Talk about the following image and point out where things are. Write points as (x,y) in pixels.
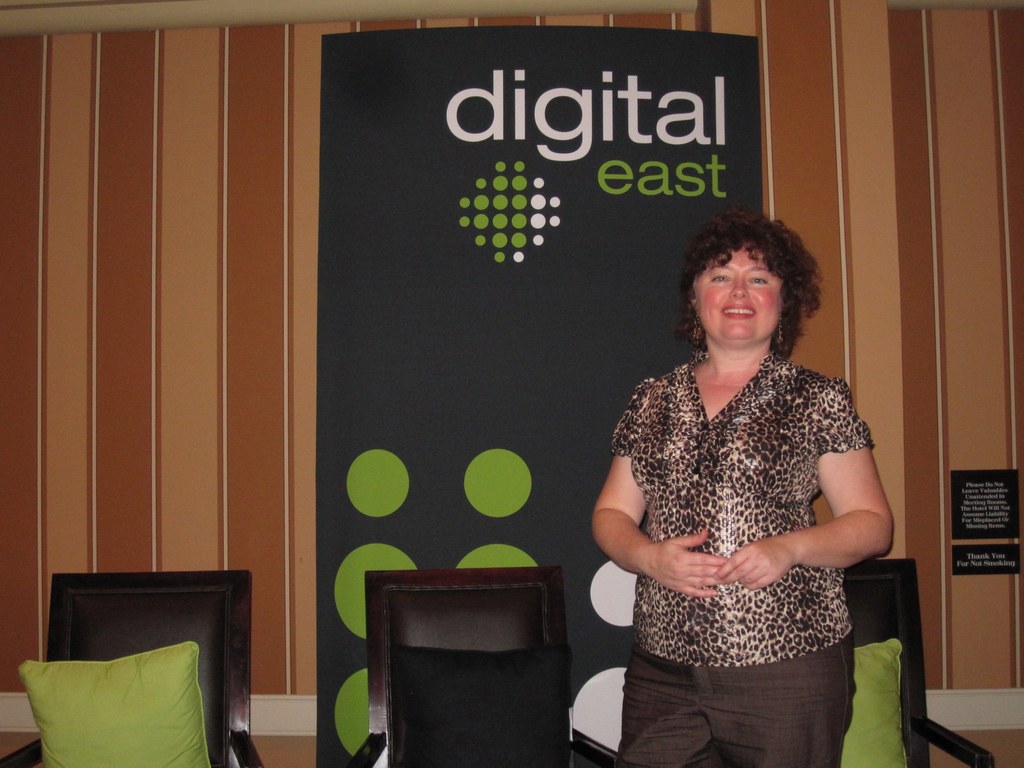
In the image we can see there is a woman (751,365) standing and there are chairs (95,602) kept on the floor (311,749). There are cushions (424,730) kept on the chairs (483,611) and behind there is a banner (554,277) on which its written ¨Digital East¨.
